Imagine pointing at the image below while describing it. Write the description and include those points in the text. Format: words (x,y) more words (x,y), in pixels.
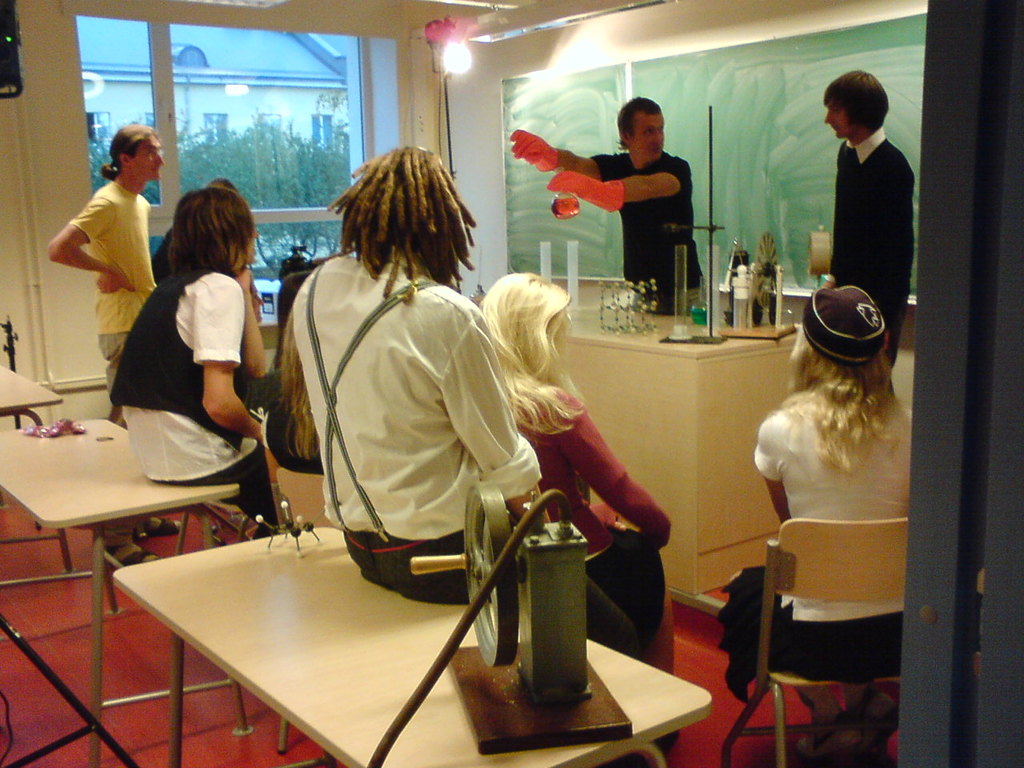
The picture is taken in a closed room (720,2) and at the right corner of the picture (865,169) one person (853,159) is standing and one woman (856,478) is sitting and she is wearing a cap (846,364) and white shirt (828,475) and at the left corner of the picture (118,328) one person (121,235) is standing in yellow shirt (121,262) and behind him there is a big window (166,202) and outside of the window (180,193) there are trees (247,154) and building (225,71) and in the middle of the picture (662,266) one person (659,253) is wearing black shirt (627,220) and orange gloves (581,195) and one bottle (564,213) in his hand (612,196) and behind him there is a green board (916,108) and in the middle of the picture (475,502) on the table (642,702) there is one instrument (530,662) and there are some tubes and glasses (702,319) are present.
